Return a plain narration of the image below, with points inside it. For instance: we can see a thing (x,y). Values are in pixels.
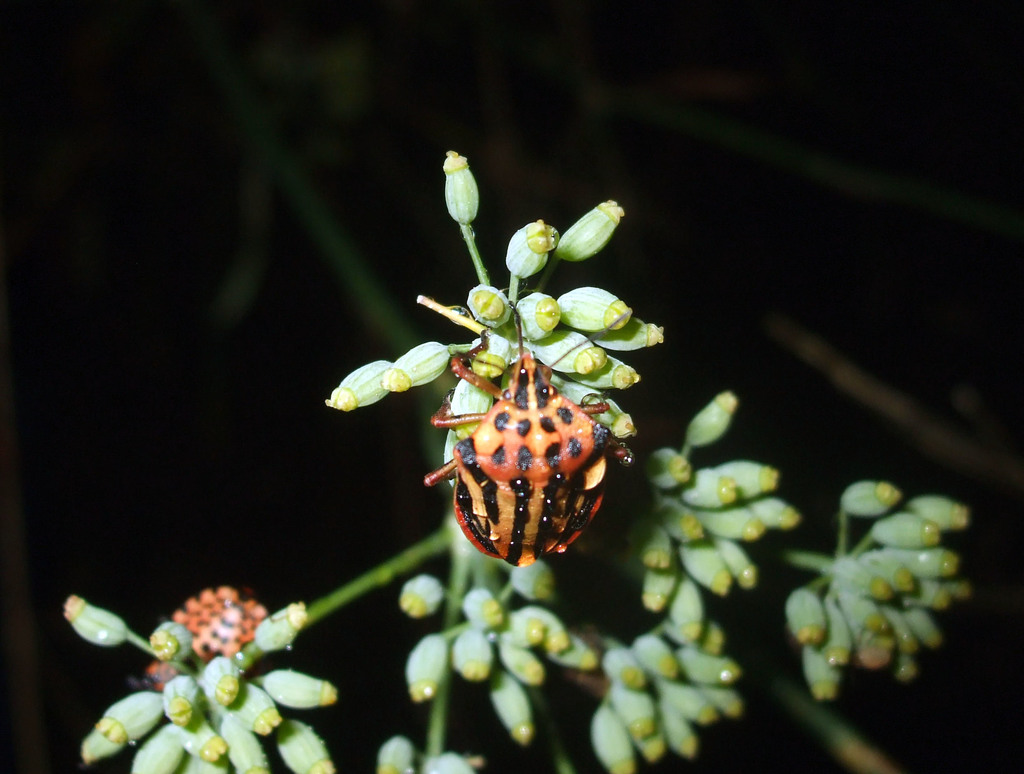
In this picture, we can see an insect (525,438) which is on the plant (556,315). In the background (425,328), we can see black color.
